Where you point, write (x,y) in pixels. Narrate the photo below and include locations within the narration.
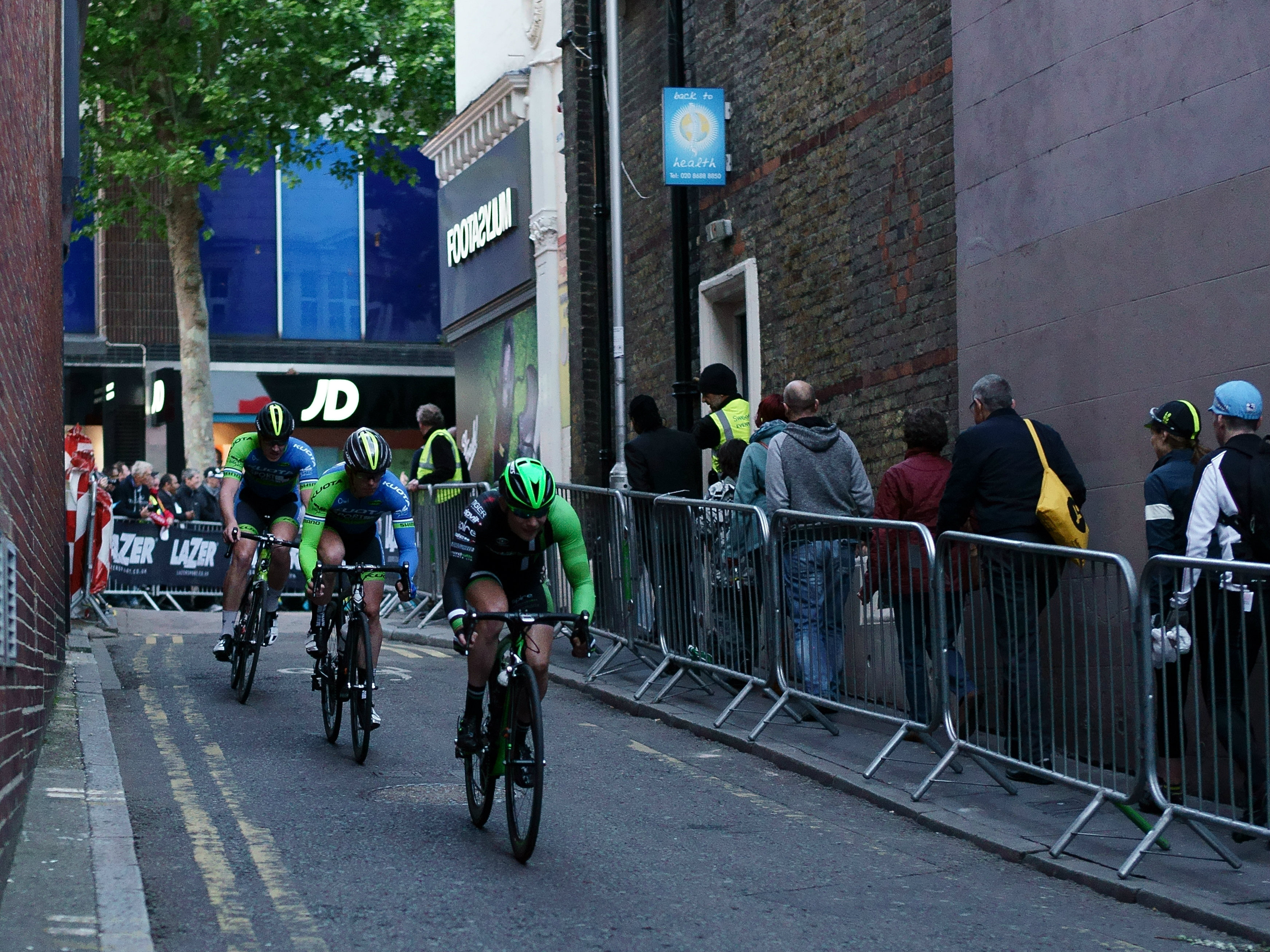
As we can see in the image there are buildings (641,318), banner (510,385), tree (350,42), fence (869,524), few people (535,606) here and there and few of them are riding bicycles (364,682).
